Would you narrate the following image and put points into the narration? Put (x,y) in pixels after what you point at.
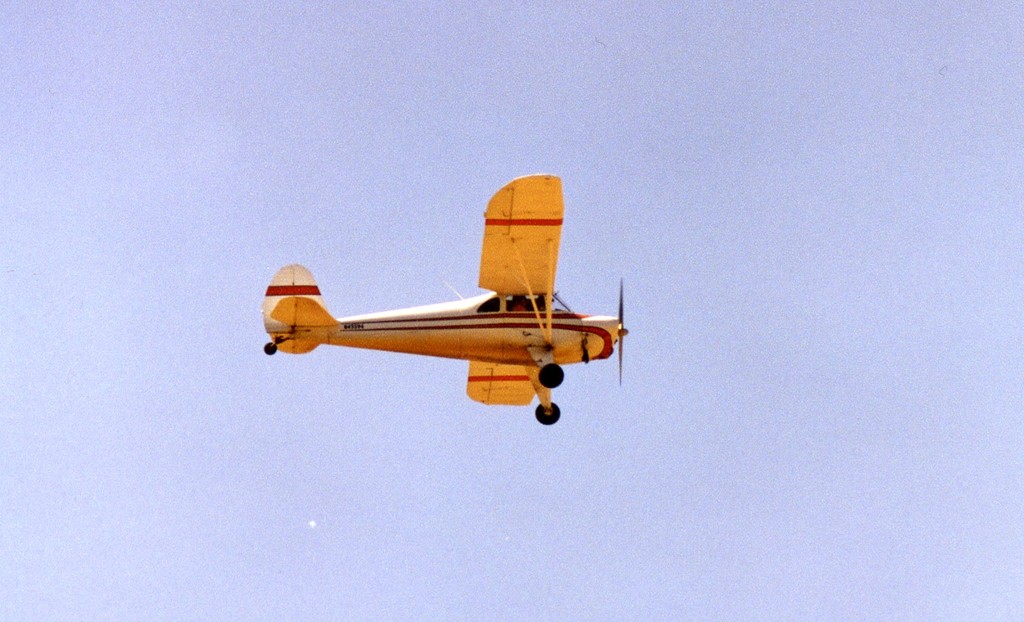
In the picture I can see an airplane (505,338) is flying in the air. The airplane (514,365) is yellow in color. In the background (557,532) I can see the sky (538,535).
